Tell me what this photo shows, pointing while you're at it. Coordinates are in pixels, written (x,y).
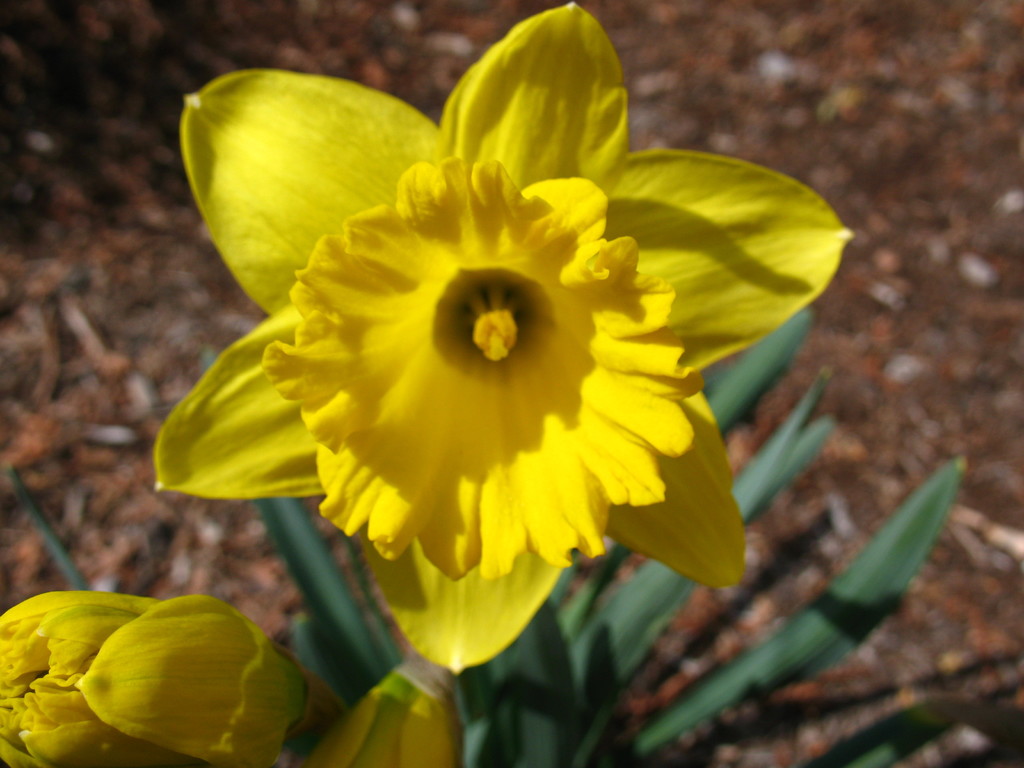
There is one yellow color flower (410,405) is in middle of this image (410,405) and there is another flower (220,638) is at bottom left corner of this image (217,695) and there is a plant (623,653) at below of this image.
